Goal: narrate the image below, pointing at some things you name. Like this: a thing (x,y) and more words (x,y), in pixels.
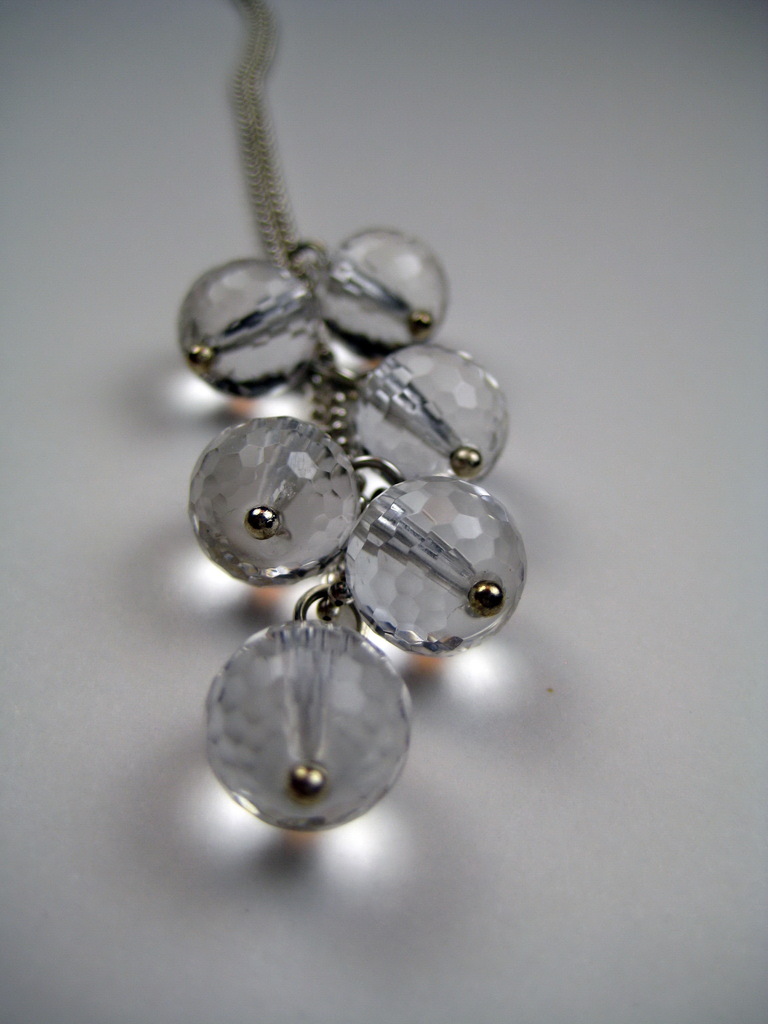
In this image there are some stones (287,329) attached to the chain (259,119), background (315,135) is white.
